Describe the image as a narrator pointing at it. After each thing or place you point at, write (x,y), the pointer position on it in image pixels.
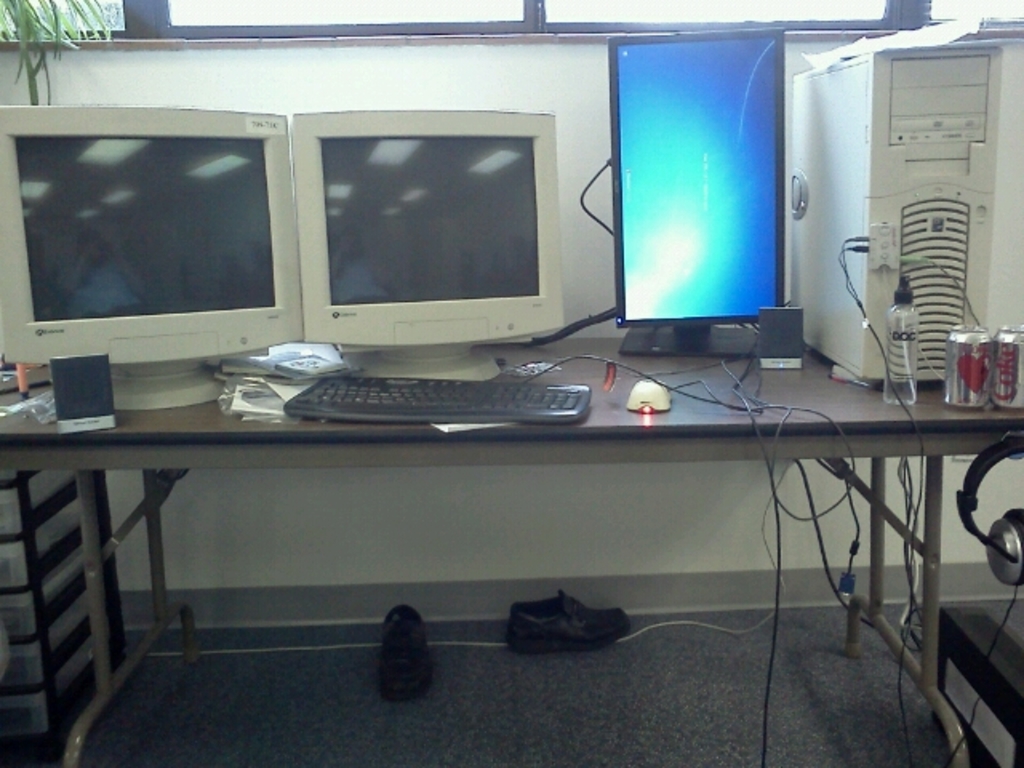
In this picture we can see a table (296,454) on the floor (799,618), on this table (312,454) we can see monitors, keyboard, mouse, headphone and some objects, here we can see shoes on the floor (718,693).
